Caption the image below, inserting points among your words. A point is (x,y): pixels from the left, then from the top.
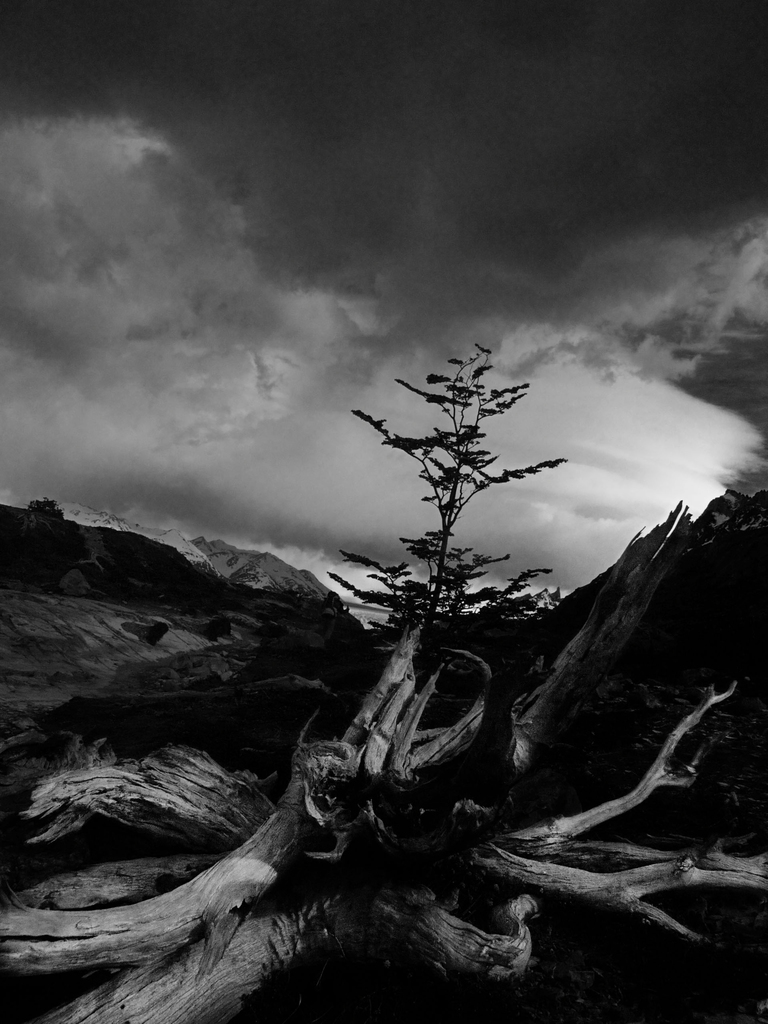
This is a black and white image. In this image we can see sky (349,334) with clouds (272,351), trees (409,545), hills (749,618) and plants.
